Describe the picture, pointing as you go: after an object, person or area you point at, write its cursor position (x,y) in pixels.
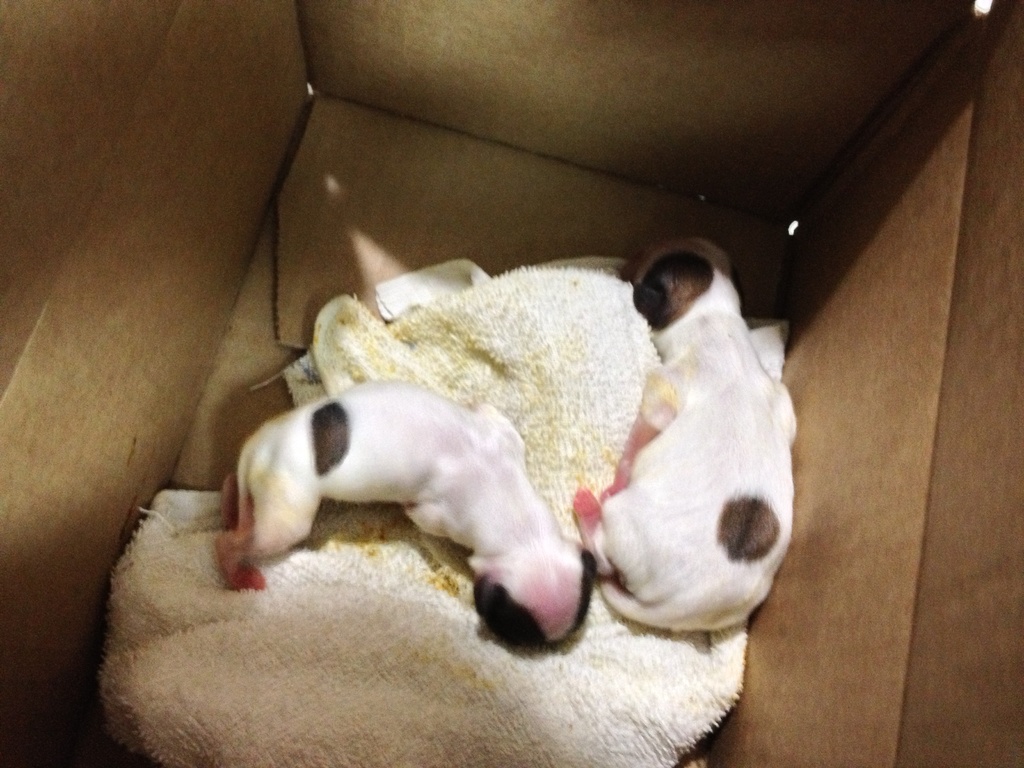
2 puppies (384,463) are present inside a box (997,28), on a cloth (364,663).
